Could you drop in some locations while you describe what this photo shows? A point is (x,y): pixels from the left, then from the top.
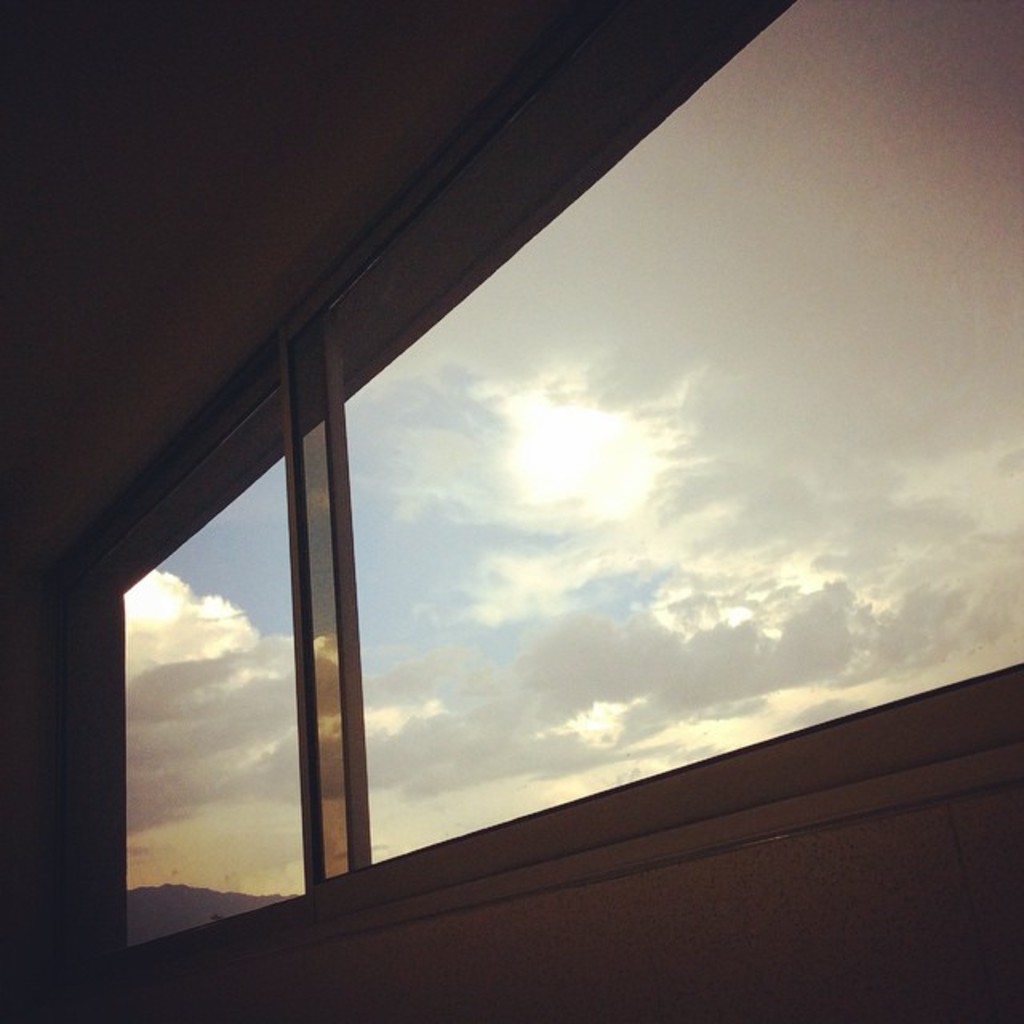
In a room (308,965) there is a window (487,232) and outside the window (626,527) there is a pleasant sky (675,501) with white clouds (498,302) and the sun (595,463) is hidden under the clouds (589,459).
